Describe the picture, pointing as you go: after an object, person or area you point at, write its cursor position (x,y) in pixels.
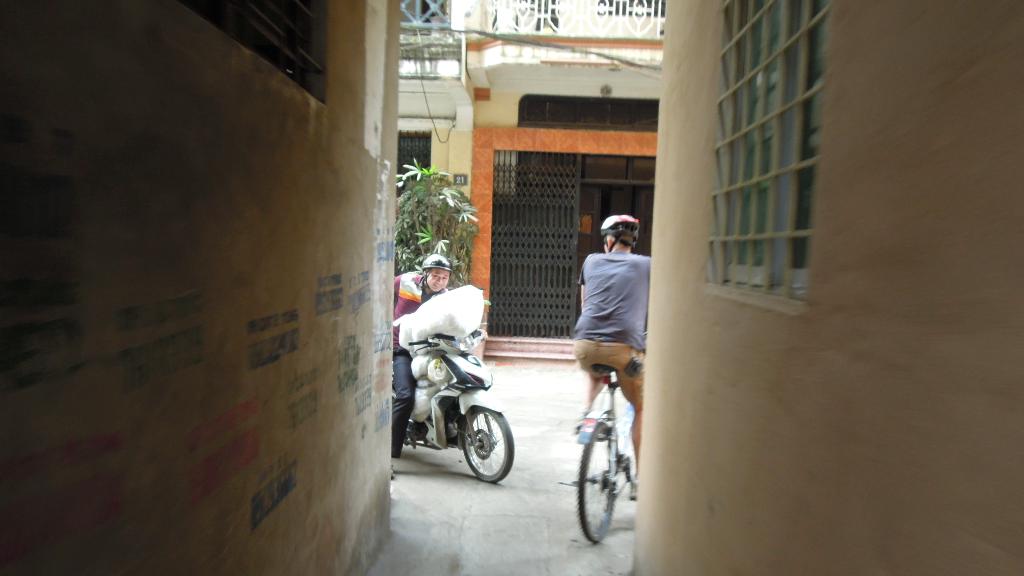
The photo is taken outside the building (621,202). In the middle (617,307) one man (618,294) wearing blue t-shirt (625,290) is riding bicycle (610,451). Beside him another man (397,329) riding a scooter (449,376). There are so many stuffs (424,374) on the scooter (457,394). In the background (522,88) there is building (474,145) and a plant (448,199). On the both side of the image there are walls (169,268) and windows (757,71).
